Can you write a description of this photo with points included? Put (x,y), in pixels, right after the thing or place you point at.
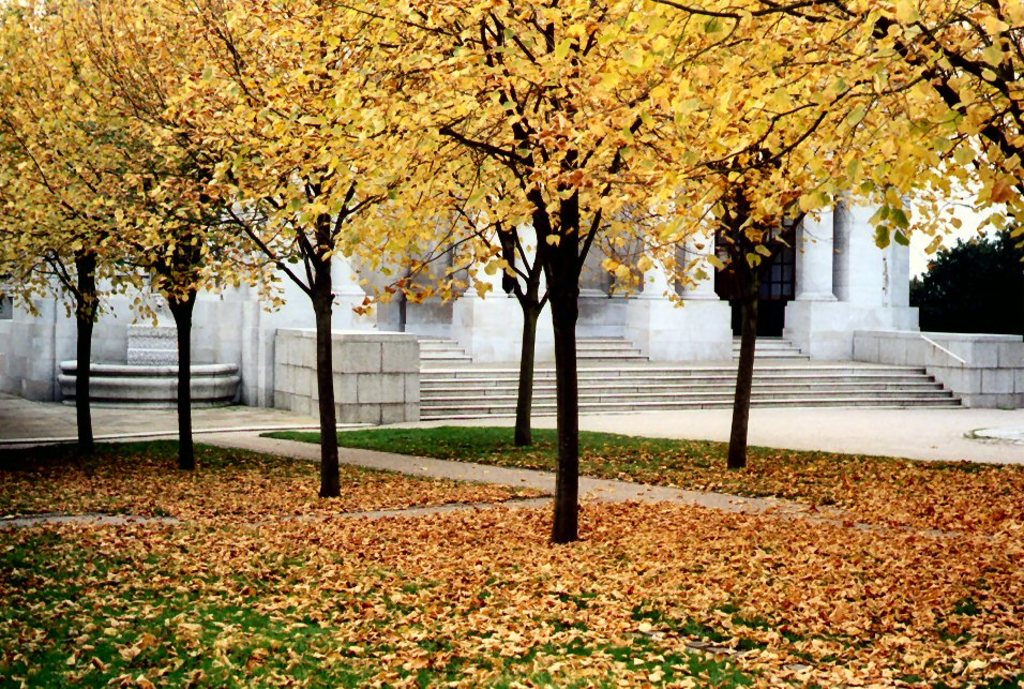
In this image I can see few leaves (757,233) in yellow color. In the background (444,261) I can see the building (659,302) in white color and the sky (973,225) is in white color.
